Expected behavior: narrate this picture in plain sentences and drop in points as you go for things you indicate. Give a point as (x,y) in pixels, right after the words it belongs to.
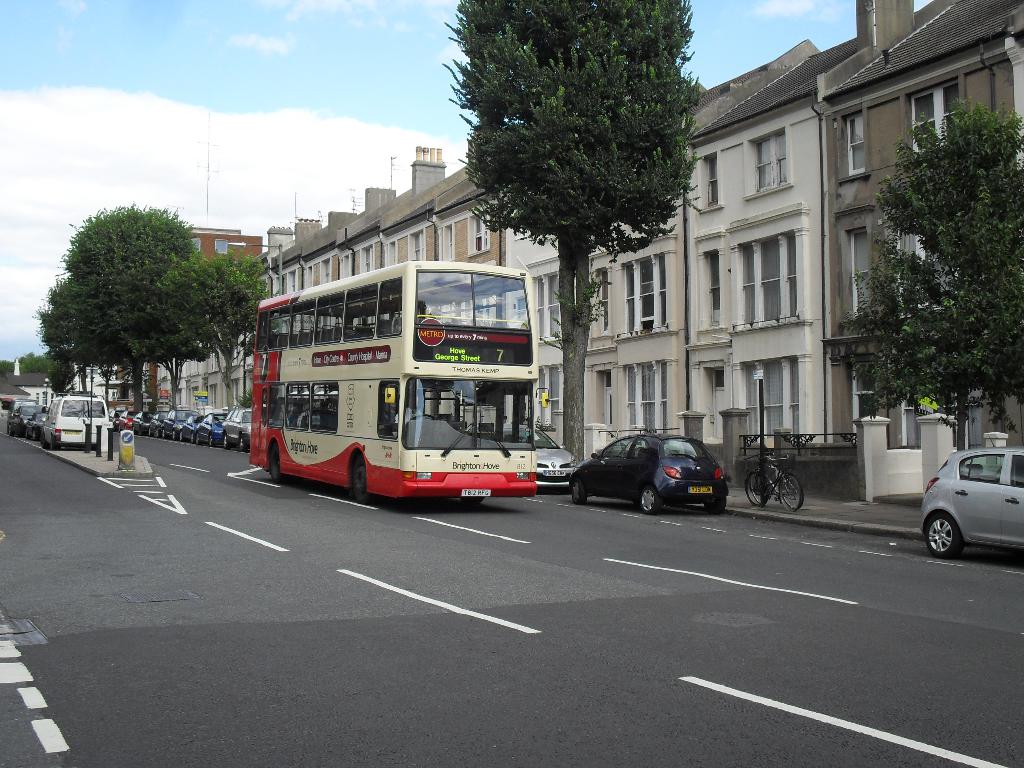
In this image I can see, at the bottom (464,644) there is the road (337,606). In the middle (424,478) there is a double Decker bus (406,269) and few cars (175,421) are parked. There are trees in this image and there are buildings (686,229). At the top (243,102) it is the sky (204,115).
